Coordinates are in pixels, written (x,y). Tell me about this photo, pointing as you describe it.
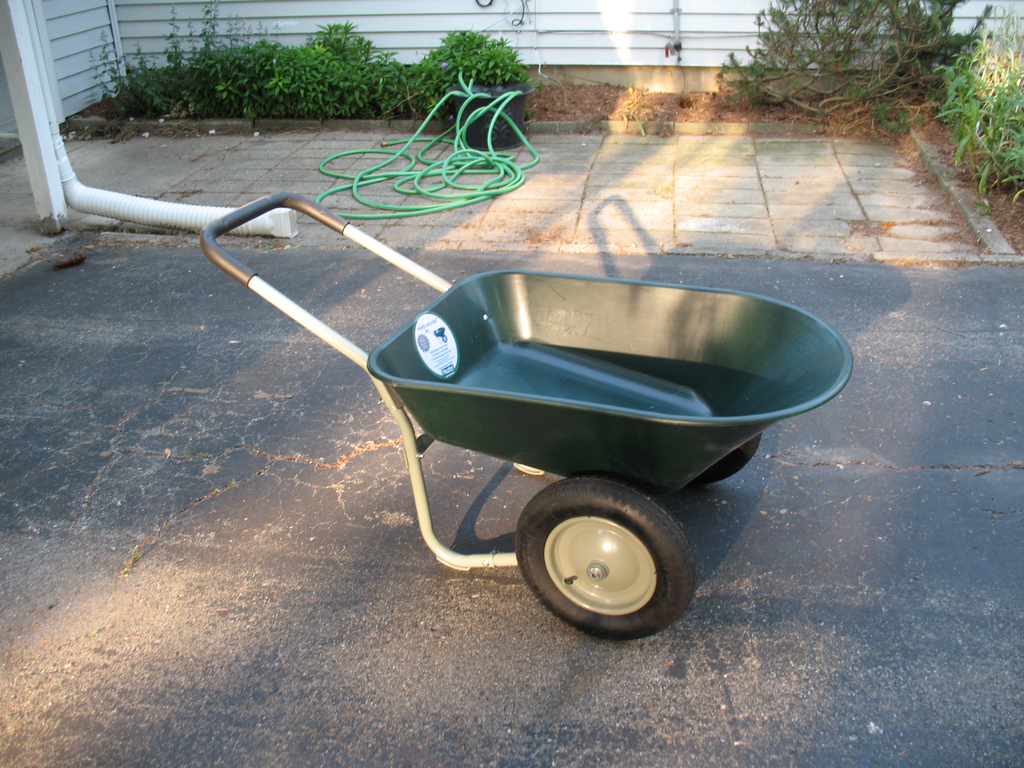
In this image we can see a wheelbarrow (517,375) and a pipe (506,155), on the background (531,59) there are some plants (520,78) and wall (385,33).
